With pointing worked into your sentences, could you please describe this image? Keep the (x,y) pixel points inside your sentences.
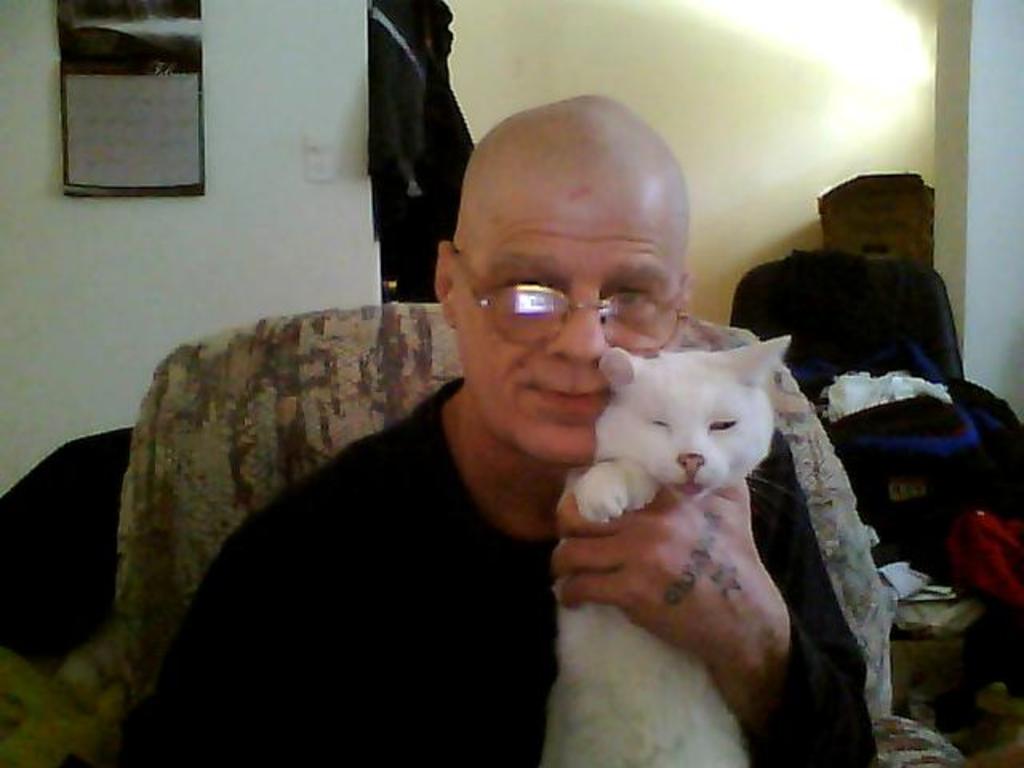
Here we see a man (666,305) Seated on a chair (782,393) and holding a cat (565,723) in his hand (579,560).
